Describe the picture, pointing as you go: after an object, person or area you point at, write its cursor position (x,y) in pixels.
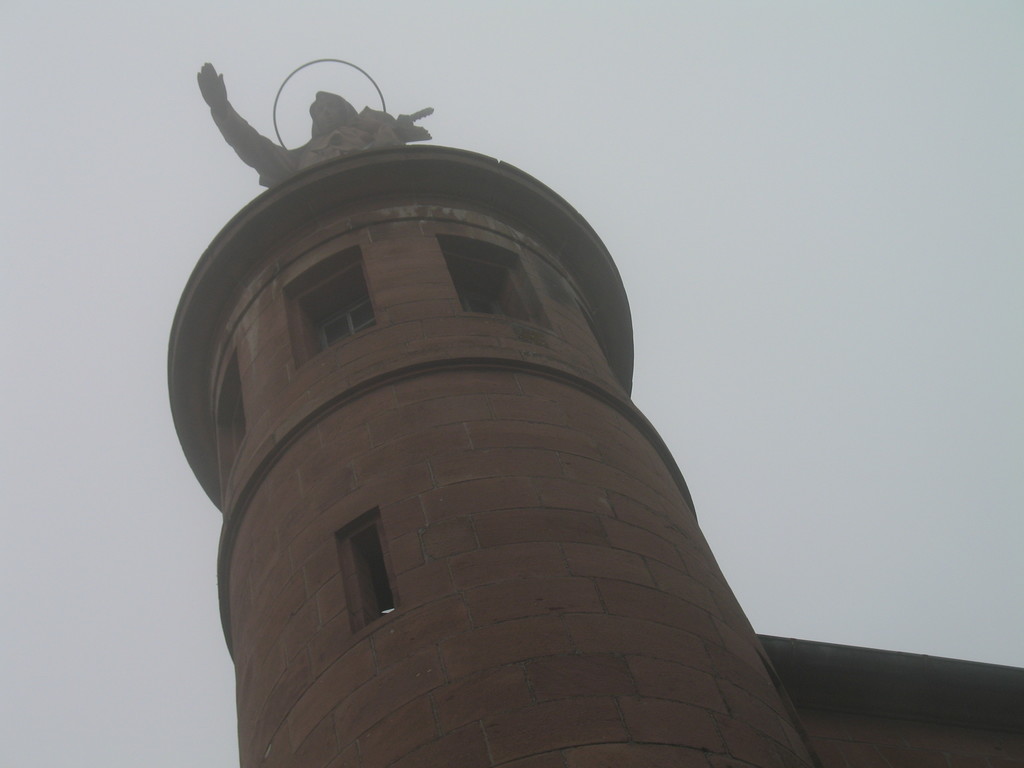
In this image we can see a building (462,477). There is a statue (345,135) on the building (707,756). There is a sky (813,307) in the image.
